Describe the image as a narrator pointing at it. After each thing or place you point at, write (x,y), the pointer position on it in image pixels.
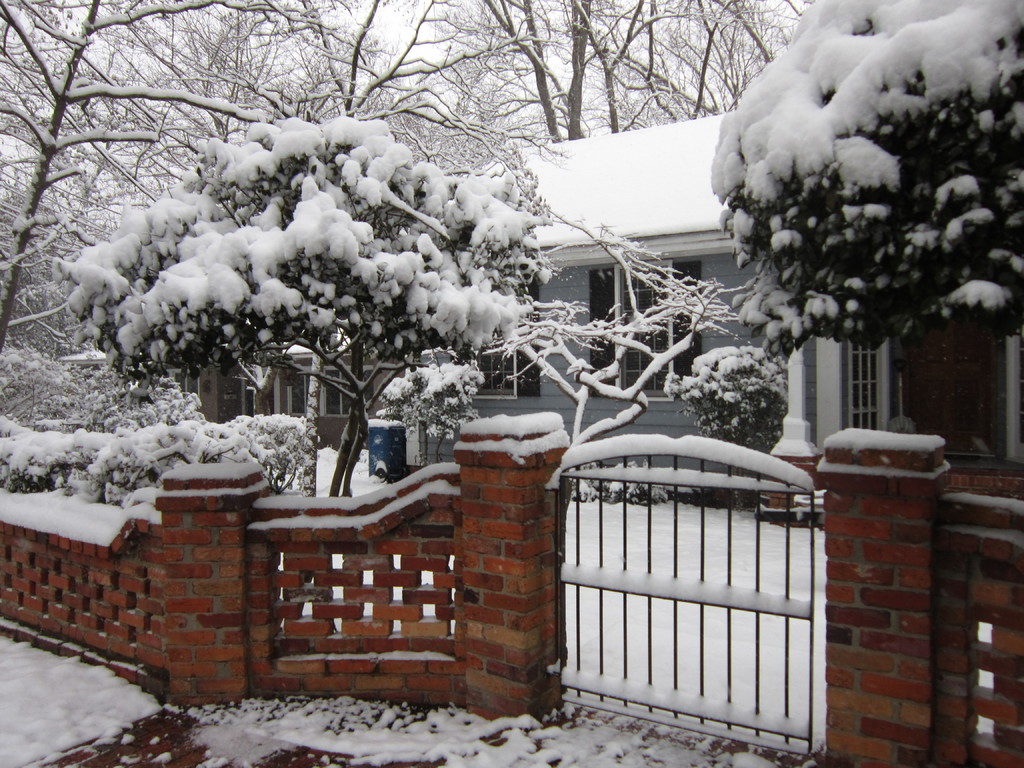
This image is taken outdoors. At the bottom of the image (167,720) there is a floor (412,755) covered with snow (101,692). In the background (213,201) there are a few trees (222,338) and plants (747,208) covered with snow (276,244). In the middle of the image (483,404) there is a house (871,408) with walls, windows (857,392), a roof (586,168) and a door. There is a gate (677,590) and there is a brick wall (443,633).
